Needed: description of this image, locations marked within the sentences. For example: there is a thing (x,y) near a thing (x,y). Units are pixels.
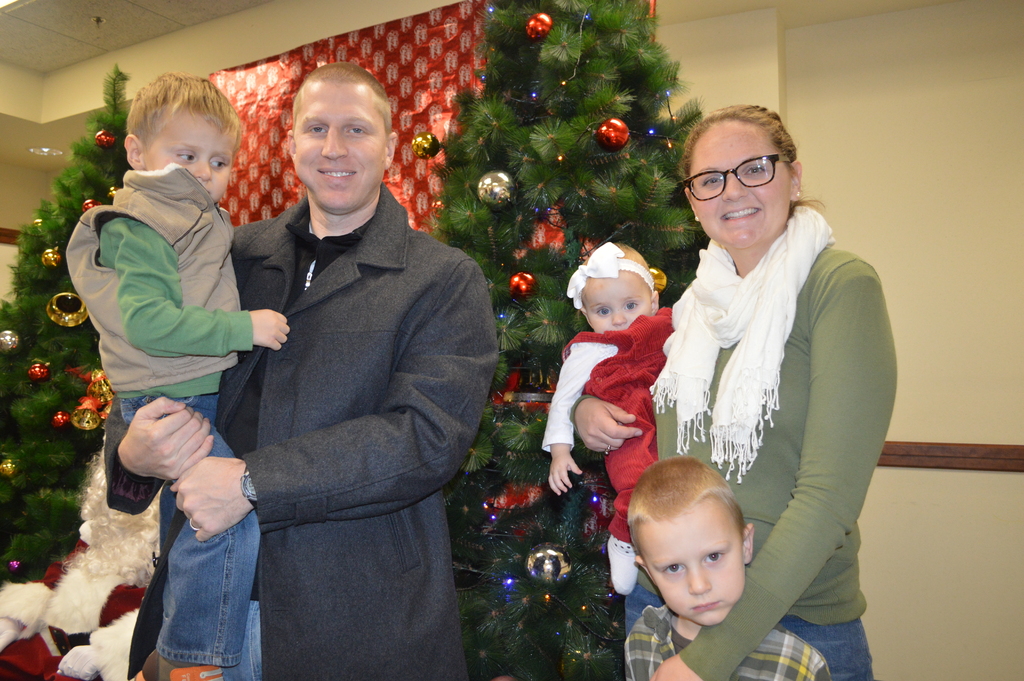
There is a man (393,347), woman (629,421) and children (602,399) in the foreground area of the image (664,406), there are Christmas trees (100,435), it seems like Santa (116,533) and a poster (402,88) in the background (403,101).
